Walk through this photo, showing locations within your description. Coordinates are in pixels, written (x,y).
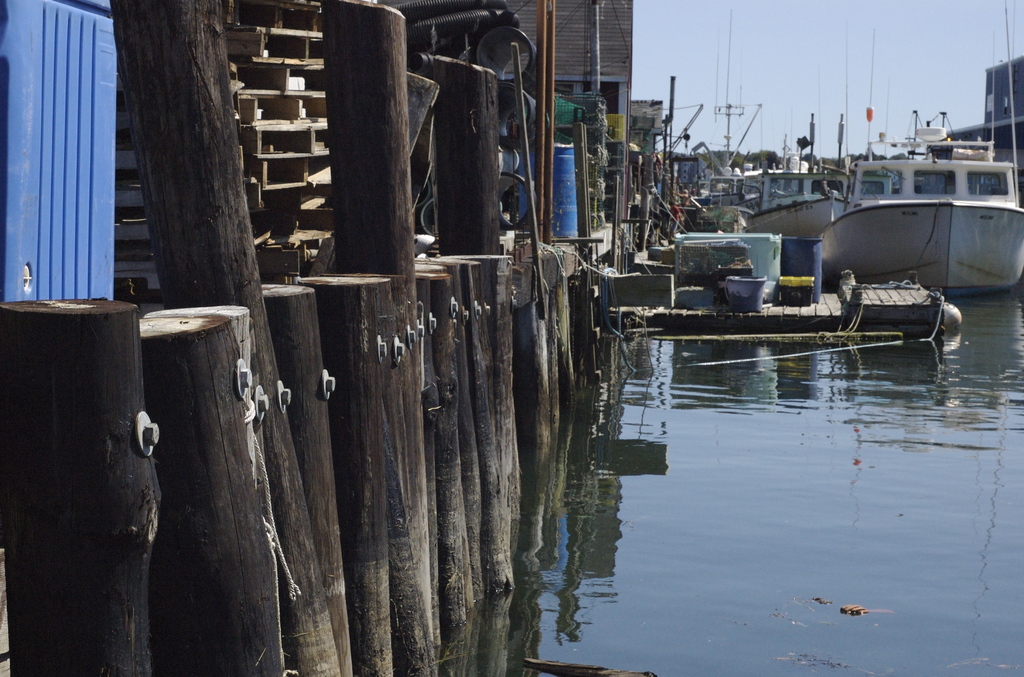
In the foreground (431,421) I can see tree trunks (49,370) in the water (584,498), racks (246,58), pillars (480,204), metal rods (548,194), buildings (527,9), boxes (701,264), buckets (570,171), stage (865,336) and boats (913,192) in the water (818,348). In the background (669,125) I can see trees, light poles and the sky (795,139). This image is taken may be during a day.
